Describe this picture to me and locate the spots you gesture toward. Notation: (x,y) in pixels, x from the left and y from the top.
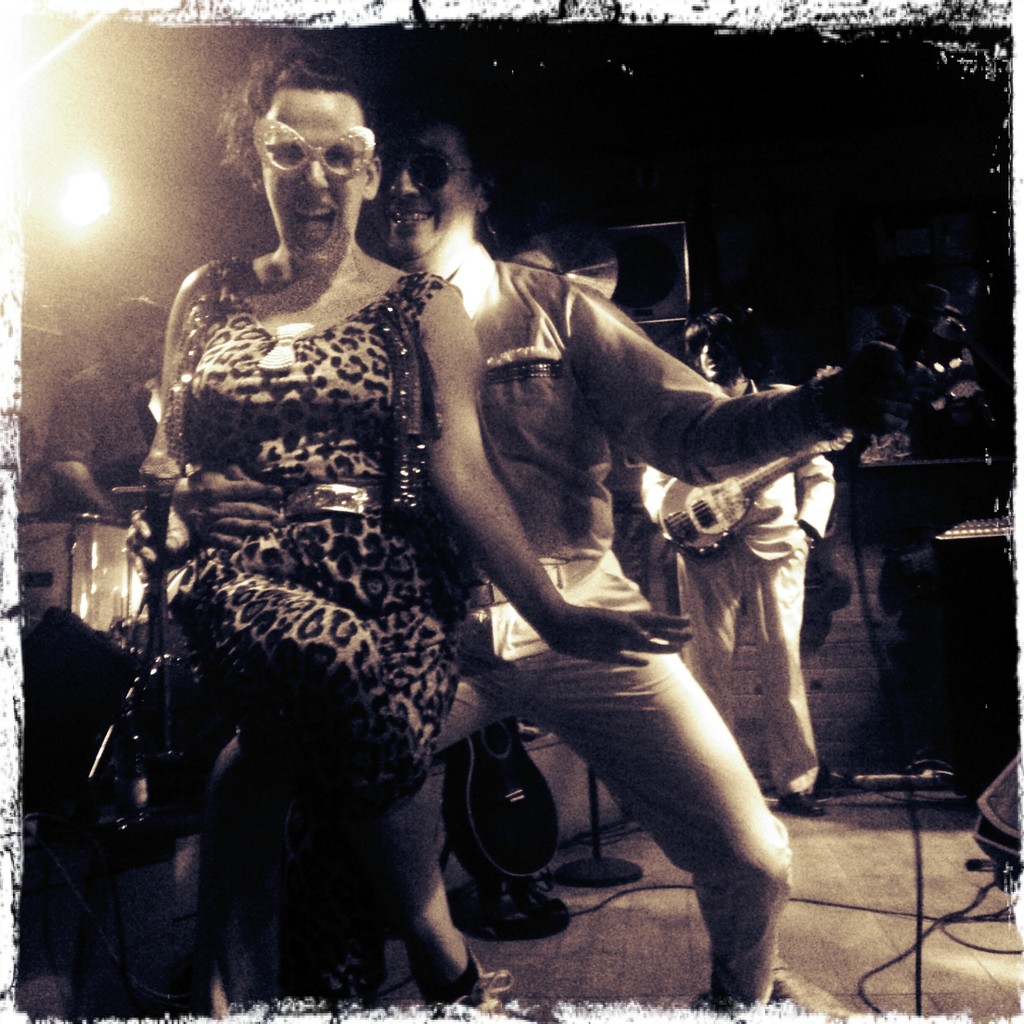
In this image in the front (380,428) there are persons (402,483) standing and smiling. In the background (135,465) there are persons (768,491), on the left side (93,462) there is a man (82,442) standing and there is a musical instrument (101,560) in front of the man (96,491). In the background (761,532) there is a man (760,514) standing and holding a musical instrument (689,500). On the left side (86,209) there is a light (94,219).
